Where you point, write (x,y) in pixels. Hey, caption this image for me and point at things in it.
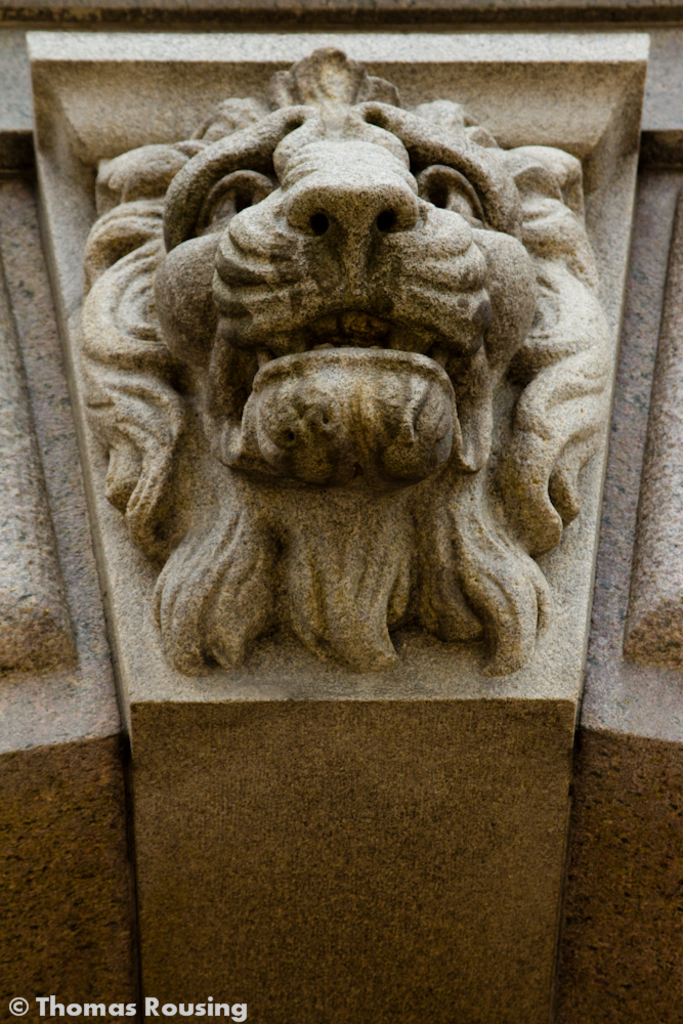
In this picture, we can see some carvings (456,315) on the wall (654,545), and we can see watermark (44,1004) in the bottom left corner (74,1004).
